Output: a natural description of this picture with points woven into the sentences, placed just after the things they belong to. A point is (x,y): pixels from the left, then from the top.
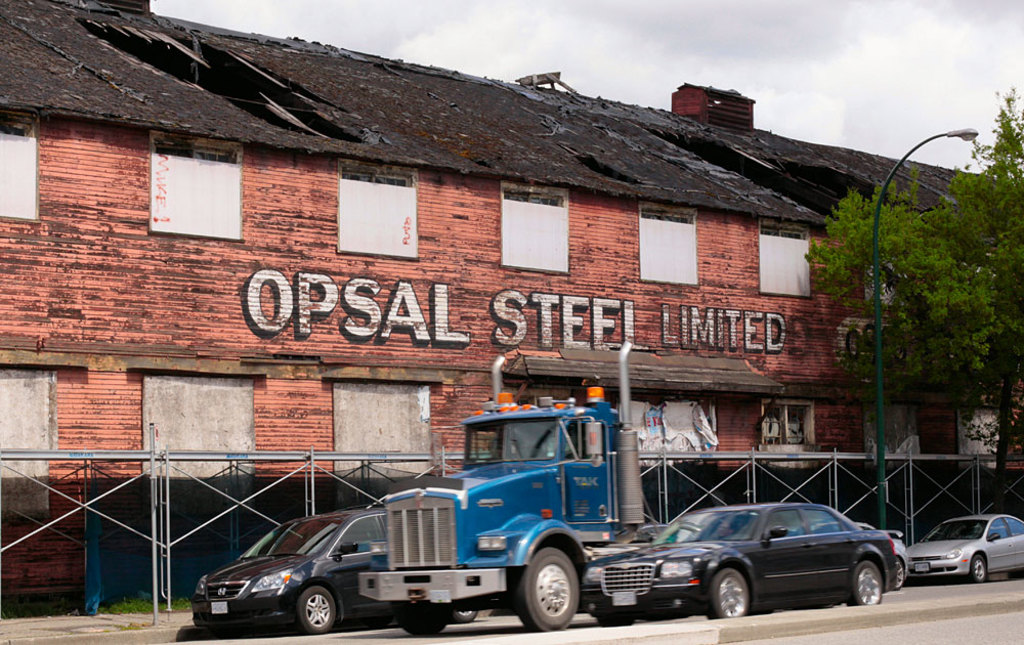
Here we can see vehicles (372,544) on the road (927,641). In the background (85,490) there is a fence (215,458), poles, building (442,253), on the right there are trees (898,353) and clouds (493,10) in the sky (493,10). On the wall (418,359) there is a text (444,322) written on it.
